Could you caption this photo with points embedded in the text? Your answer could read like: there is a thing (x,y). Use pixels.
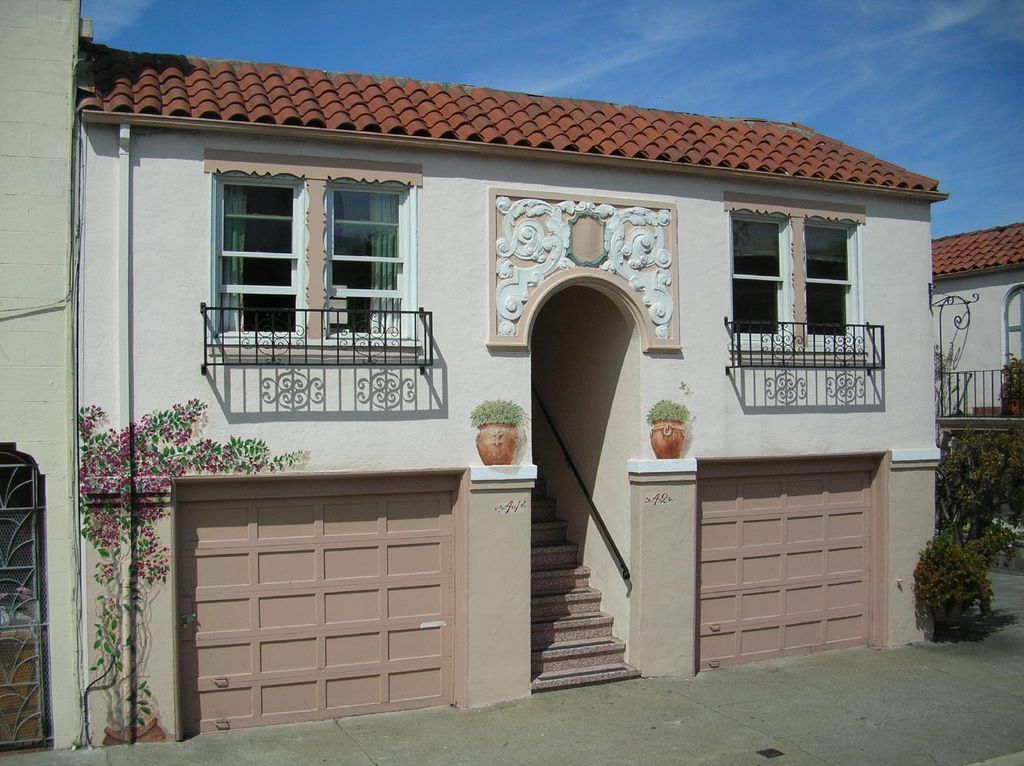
This picture is clicked outside. In the center (362,475) we can see the houses (711,163) with a red roof top (711,163) and we can see the windows (347,223), deck rails (290,364), house plants (677,447), staircase (590,606) and the doors (784,597). On the left corner (39,68) we can see another building (29,551). In the background (961,57) there is a sky (536,18) and we can see the plants (992,482).
